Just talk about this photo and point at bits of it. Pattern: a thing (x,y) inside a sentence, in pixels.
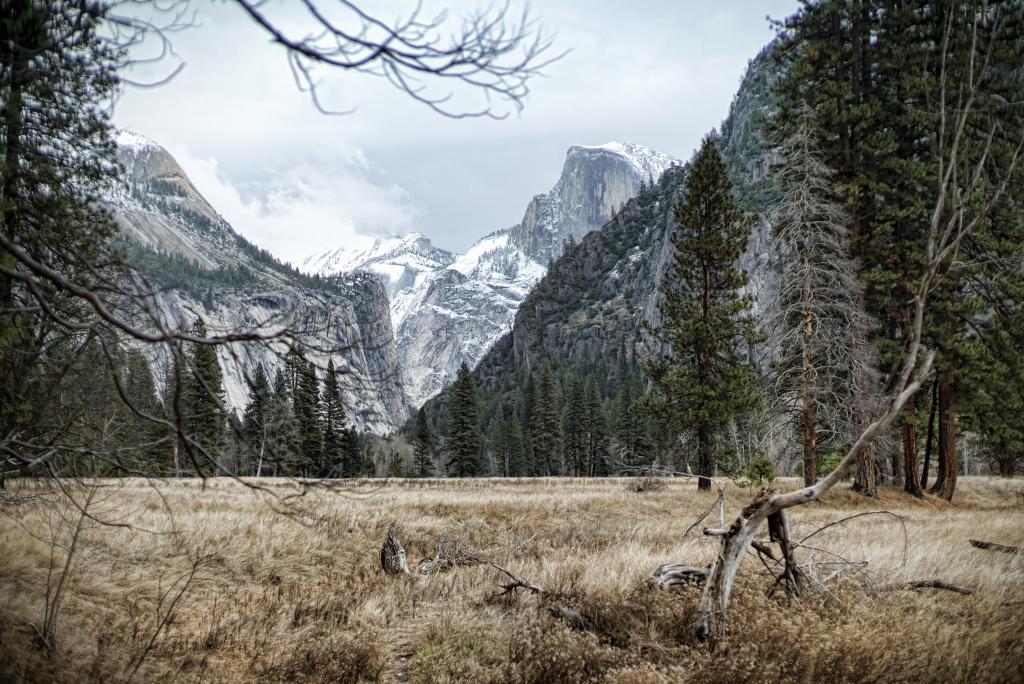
The image is taken in a forest (658,414). In the foreground of the picture (344,519) there are shrubs (812,644), grass (278,550), wooden logs (774,531), trees (89,407), branches (767,514) and other objects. In the center of the picture (487,352) there are trees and mountains (414,264) covered with snow (393,294) and trees (566,299). In the background (289,139) it is sky (611,128).
